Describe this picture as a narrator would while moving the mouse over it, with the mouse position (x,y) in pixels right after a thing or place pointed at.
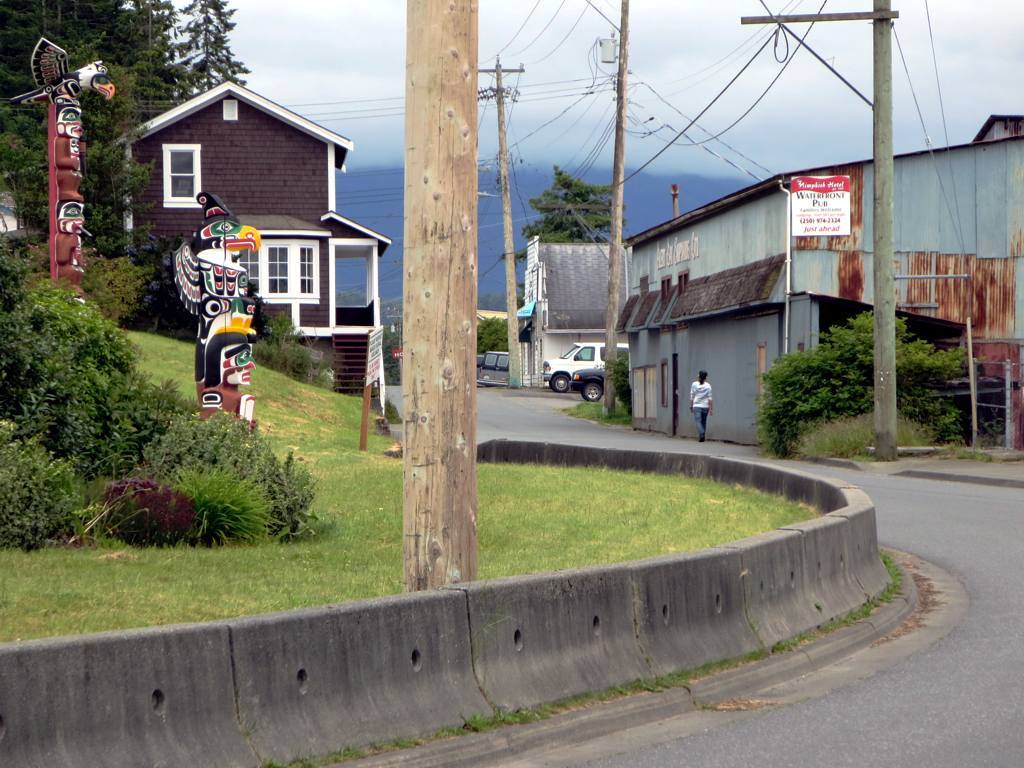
In this image we can see a person (700,406), buildings (671,356) and some statues (197,332), current poles (414,234), hill (396,224), sky (335,98) and clouds (381,73).
